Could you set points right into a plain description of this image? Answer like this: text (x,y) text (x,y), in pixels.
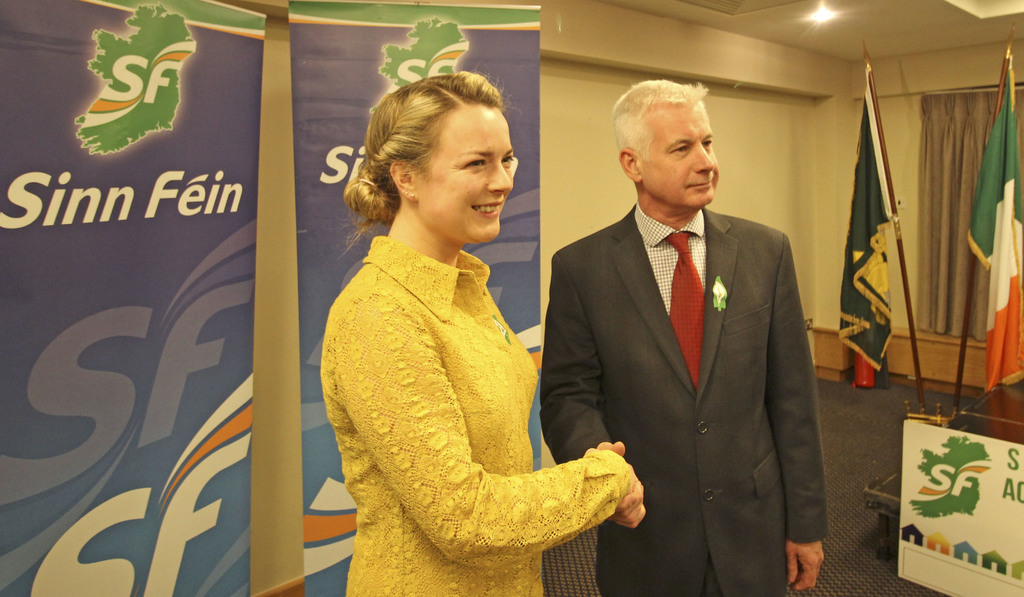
In this image I can see two persons (568,265) shaking hands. In the background (227,144) I can see two banners (118,332) with some text (113,393) on it. On the right side (870,181) I can see two flags (876,230). I can see a curtain (928,179). At the top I can see a light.
